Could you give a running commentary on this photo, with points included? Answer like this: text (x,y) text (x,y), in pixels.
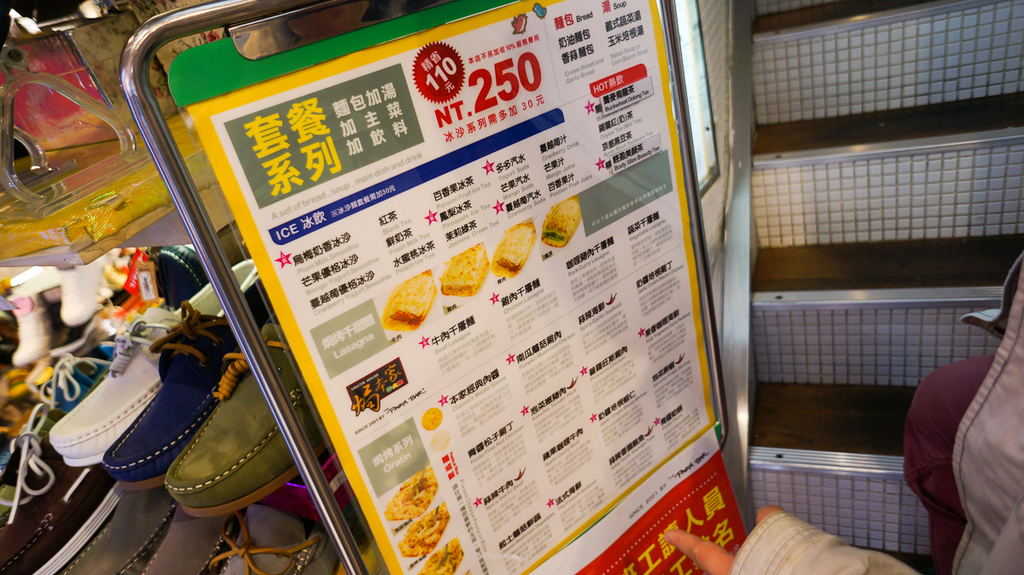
In this image we can see different kinds of shoes (123,346) arranged in the shelves (147,241), person (907,435) standing, staircase (781,339) and an information board (471,293).
